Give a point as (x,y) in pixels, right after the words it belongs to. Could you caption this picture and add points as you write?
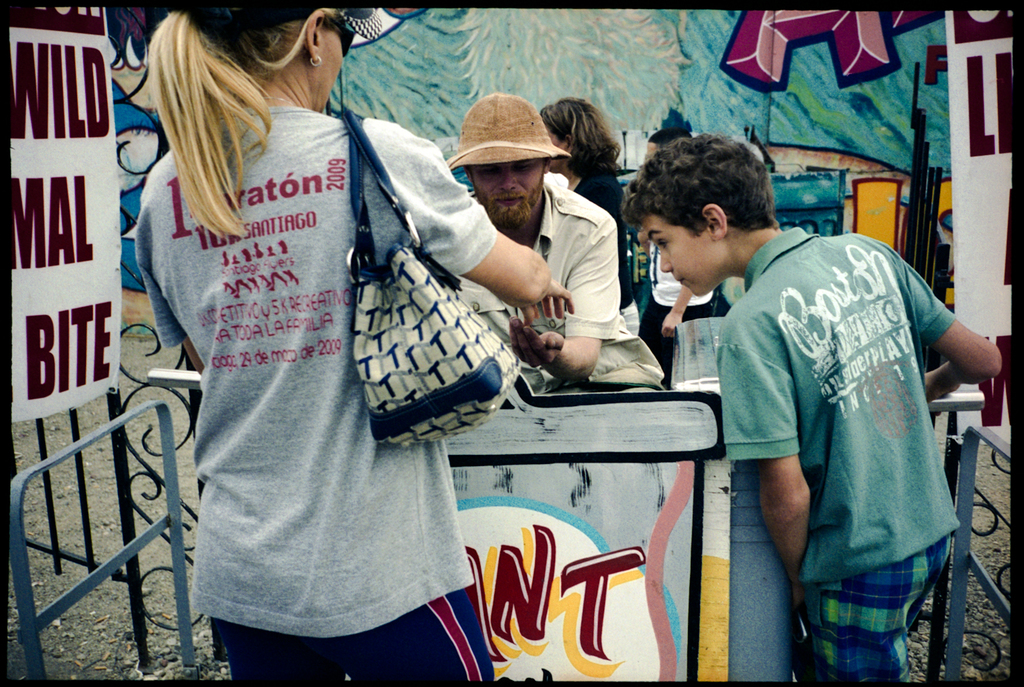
In this image we can see a few people (440,518) and there are two banners (90,166) with some text (57,92). In the background (573,36), we can see an object (759,129) which looks like a wall (647,119) and there is an art (755,96) on the wall (733,57).
